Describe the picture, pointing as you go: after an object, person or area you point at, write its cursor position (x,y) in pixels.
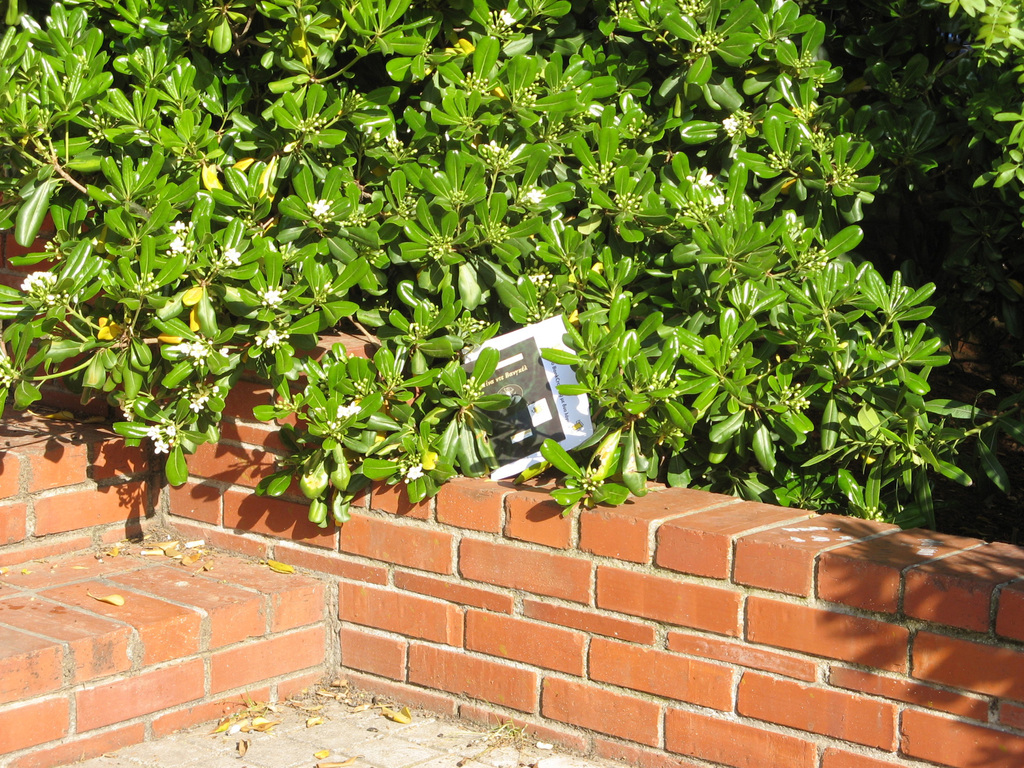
This is a brick wall (535,650). Here we can see green leaves (966,472) and paper (535,380). To these green leaves (134,251) there are flowers (224,355).
